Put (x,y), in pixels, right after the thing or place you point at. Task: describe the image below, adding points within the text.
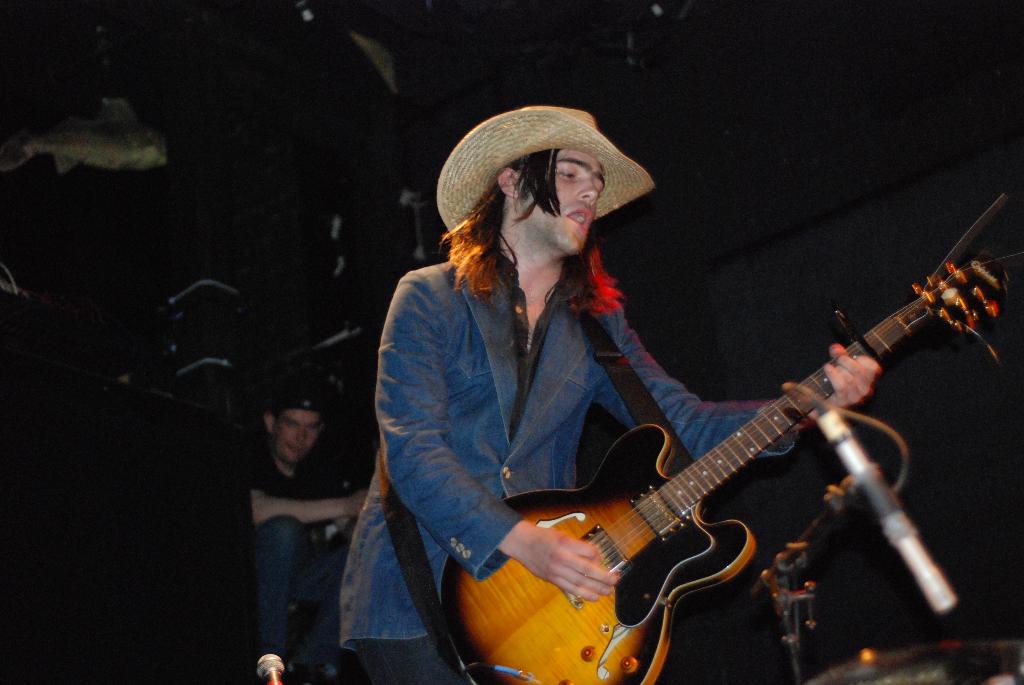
In this image we can see a man (532,559) holding a guitar (585,532) and playing it. In the background (307,400) we can see a person (293,482).
